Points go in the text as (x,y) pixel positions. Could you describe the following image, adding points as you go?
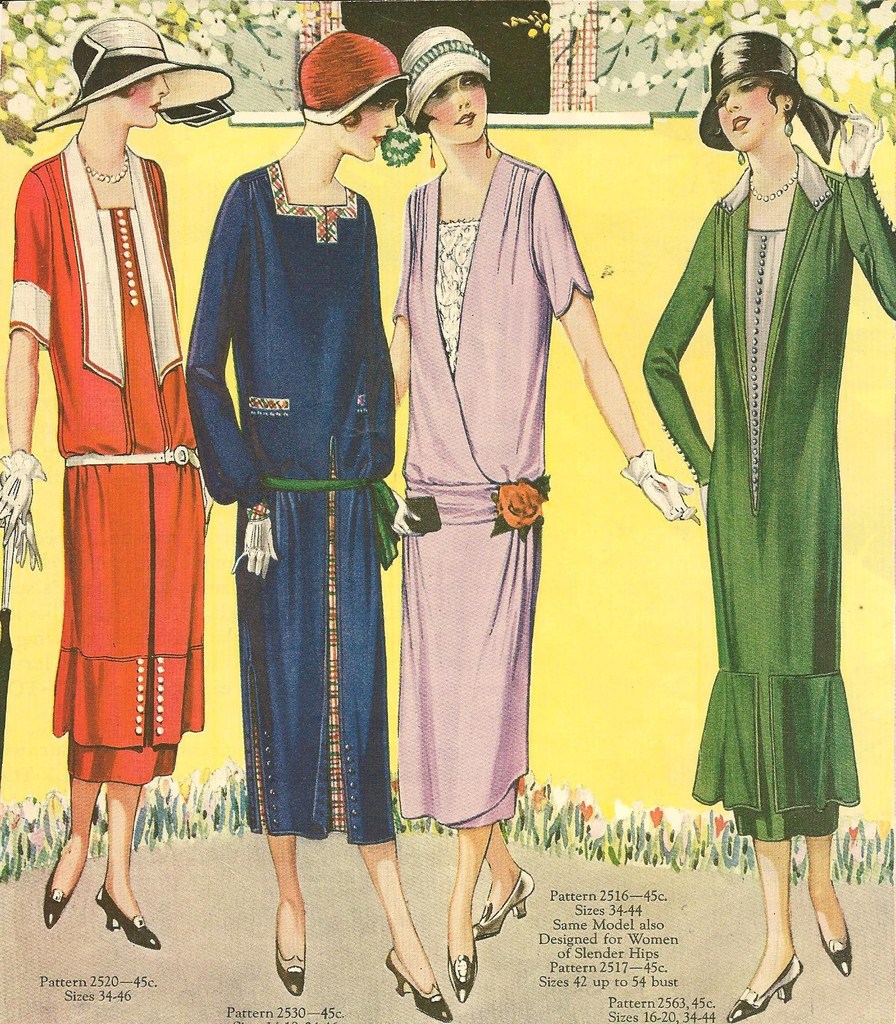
In this image there is a painting (375,301). In the painting (400,460) there are four women (365,434) standing, behind them there is a wall (647,312) and flowers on the plants (105,800). At the bottom of the painting (438,790) there is some text (133,975).
